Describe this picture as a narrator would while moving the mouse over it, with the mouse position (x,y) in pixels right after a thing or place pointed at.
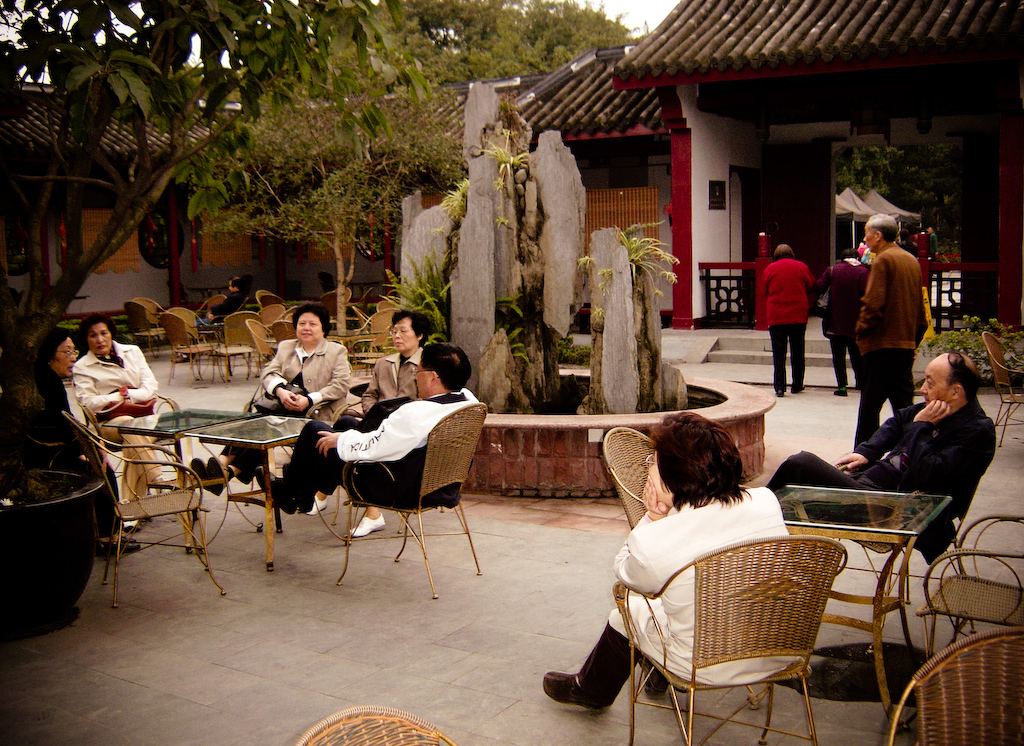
A picture is taken outside of the building (871,142) where there are people (380,429) sitting on the chairs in front of them there are tables (199,420) and at the right corner (927,396) two people (935,425) sitting on the chairs (736,630) and behind them three people (844,340) are walking and in the middle of the picture (551,446) there is one fountain like structure (502,333) where big rocks (474,286) and plants (430,300) are placed in it and at the right corner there is one plant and behind the fountain structure (413,260) there is building (556,89) and there are trees (449,83) present and at the right corner of the picture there is one big glass table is present.
